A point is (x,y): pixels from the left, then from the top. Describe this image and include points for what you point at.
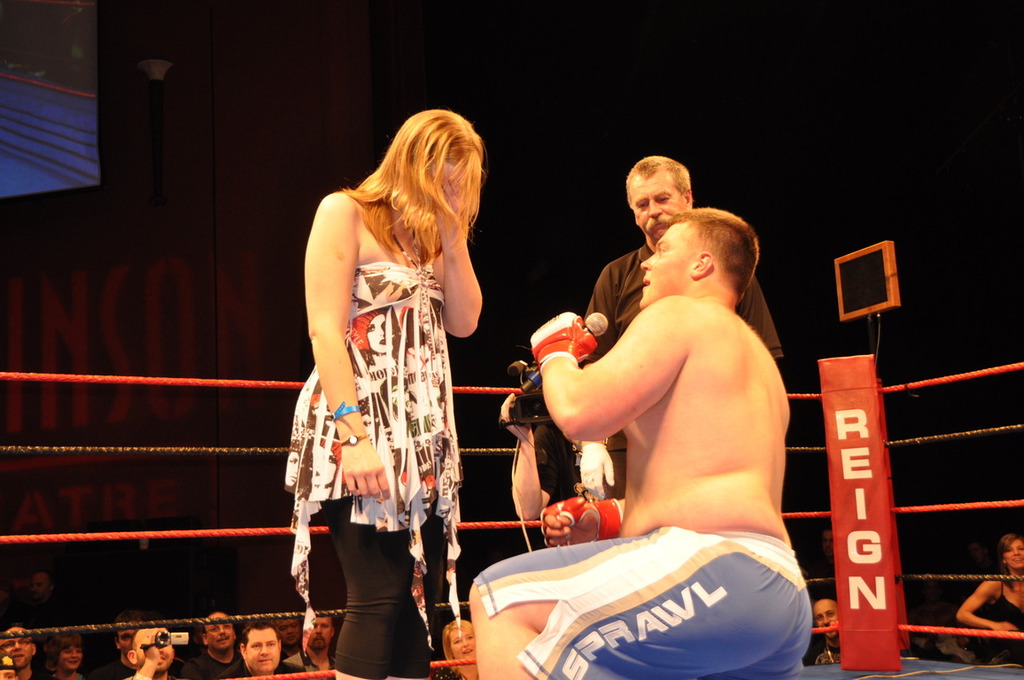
This picture describes about group of people (598,638), in the middle of the image (617,380) we can see a man (620,351), he is holding a microphone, behind him we can find few ropes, at the bottom of the image (152,674) we can see a person (169,679) is holding a camera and we can find dark background (610,202).
